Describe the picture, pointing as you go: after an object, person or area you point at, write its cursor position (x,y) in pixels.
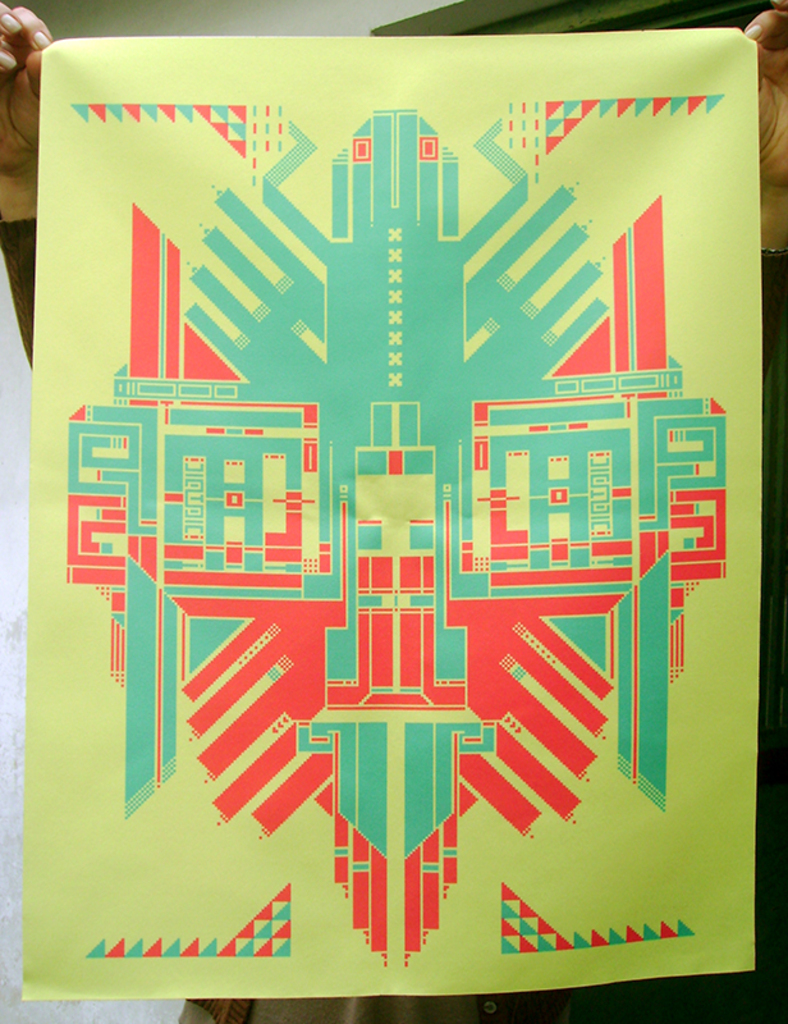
In the center of the picture (319,381) we can see a poster (303,350). At the top (12,135) we can see the hands (18,108) of a person (780,19). On the left (13,389) it is looking like a wall (166,1011).
